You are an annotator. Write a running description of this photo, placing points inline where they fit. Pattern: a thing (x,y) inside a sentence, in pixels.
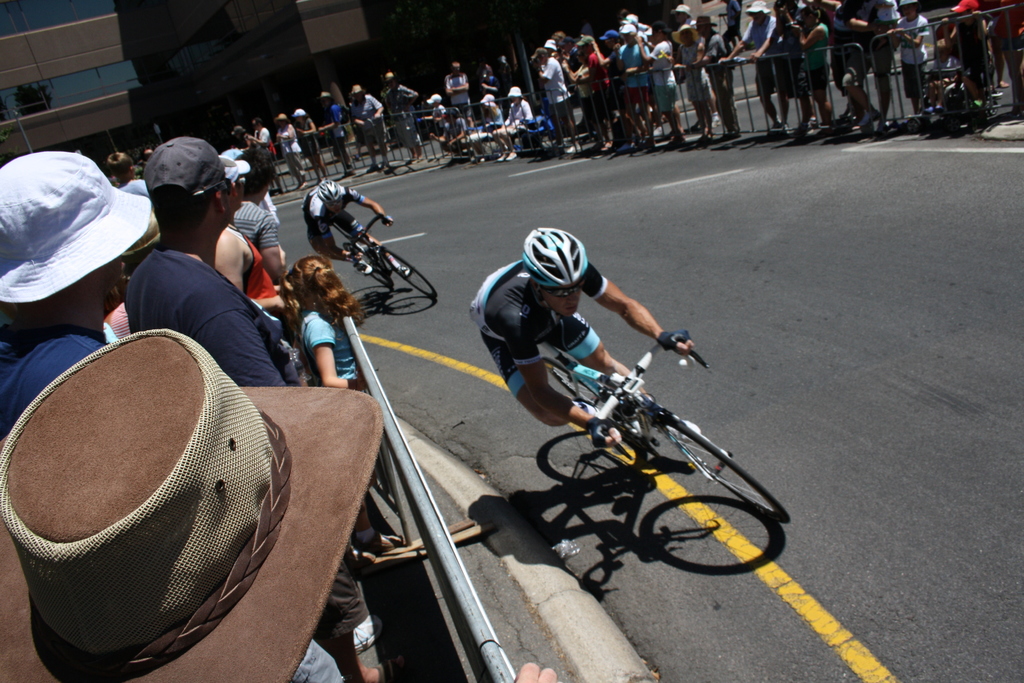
In this image I can see two persons (483,313) riding bicycles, and they are wearing helmets (533,237). There are group of people (545,67) standing, also there are barriers (398,510) and in the background (215,100) there is a building (193,64).
